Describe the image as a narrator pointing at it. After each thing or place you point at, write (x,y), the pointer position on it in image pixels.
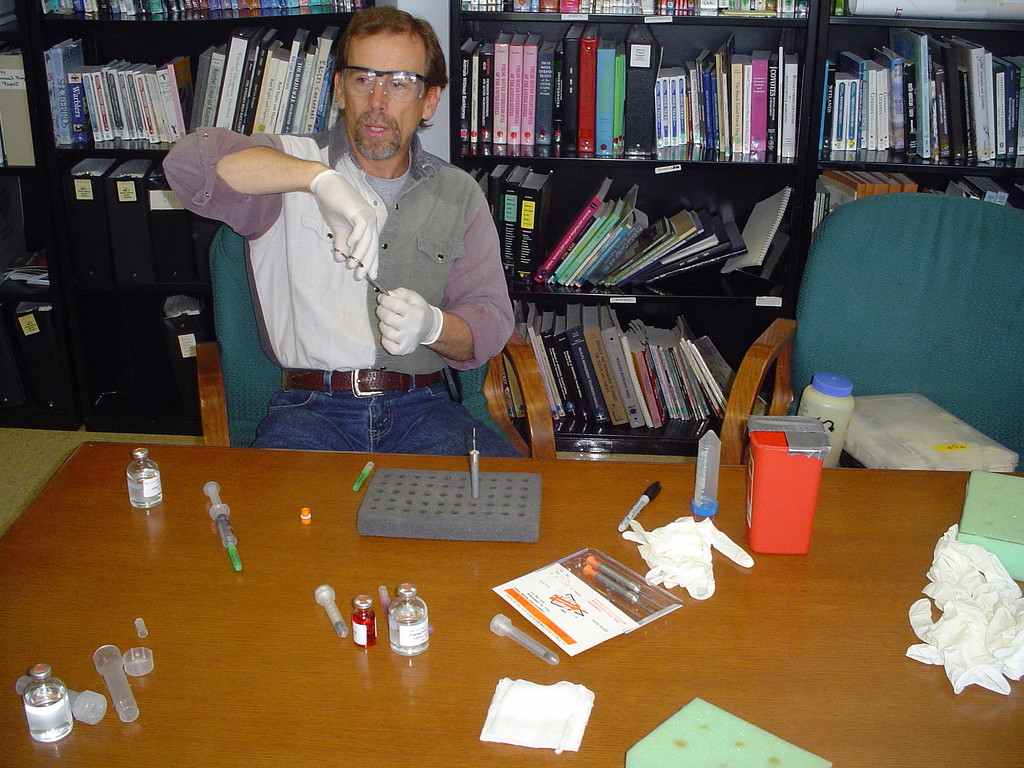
As we can see in the image there is a rack (592,162) filled with books (684,128) and two chairs (781,372) and the man (395,285) sitting on chair (233,327). In front of him there is a table (466,603). On table (360,663) there are small bottles (354,640), box (776,475), papers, pen (643,506) and needle (227,516).
